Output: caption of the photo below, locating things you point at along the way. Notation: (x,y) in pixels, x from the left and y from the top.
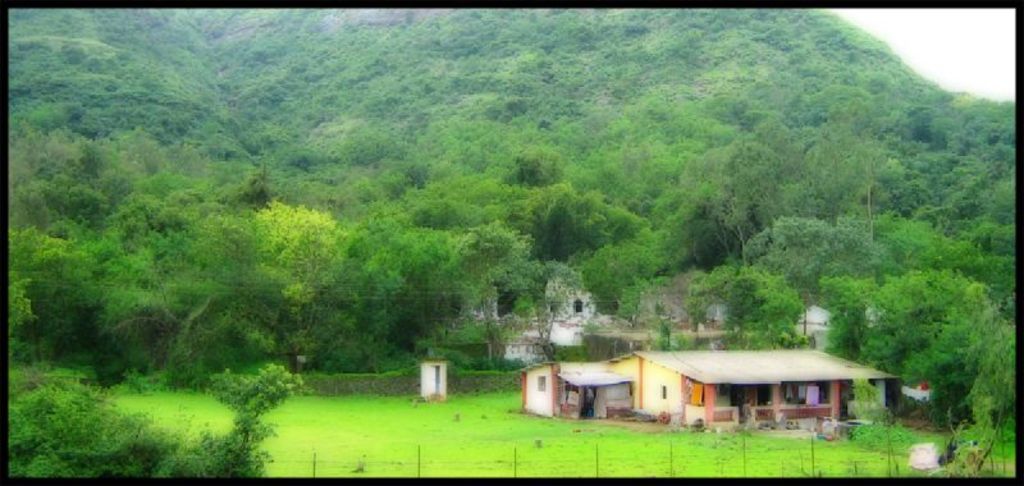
In this picture we can see houses (718,366), grass (776,439), plants (983,447), and trees (538,169). At the top of the picture (978,20) we can see sky (954,52).
